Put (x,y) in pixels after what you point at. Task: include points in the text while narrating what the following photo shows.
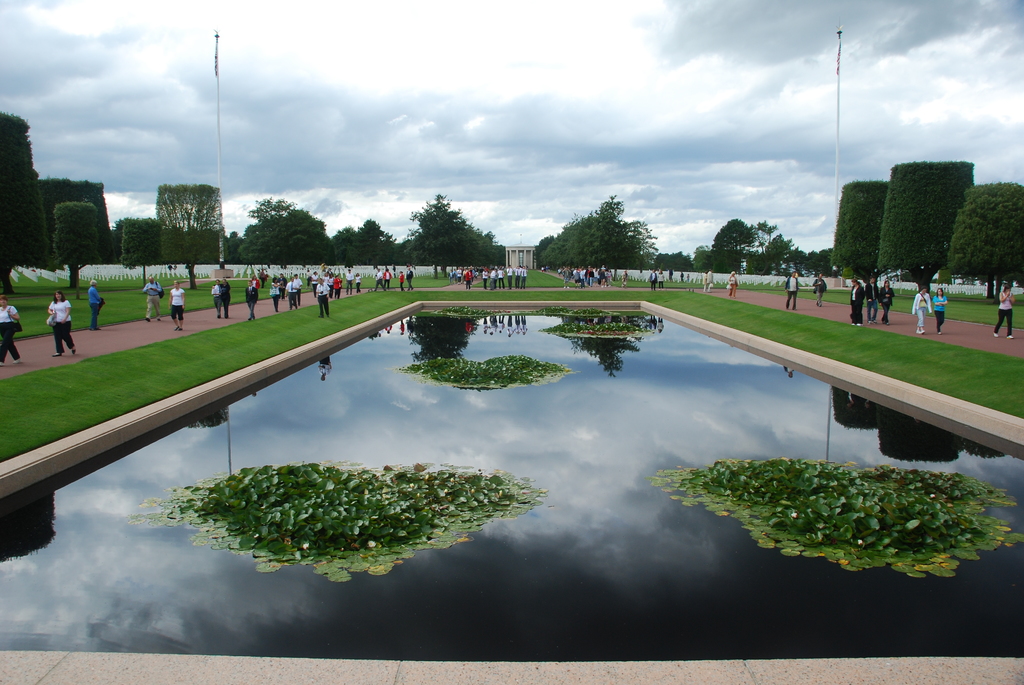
This is an outside view. At the bottom of the image (545,598) there is a pool (509,421) and I can see some leaves (318,526) on the water (411,425). In the background (875,303) there are many people (95,319) walking on the road (192,321). On both sides of the road (147,325) I can see the grass (139,347) and there are many trees (776,242) and two flags (836,67) to the poles (217,133). At the top (371,67) I can see the sky (447,77).
